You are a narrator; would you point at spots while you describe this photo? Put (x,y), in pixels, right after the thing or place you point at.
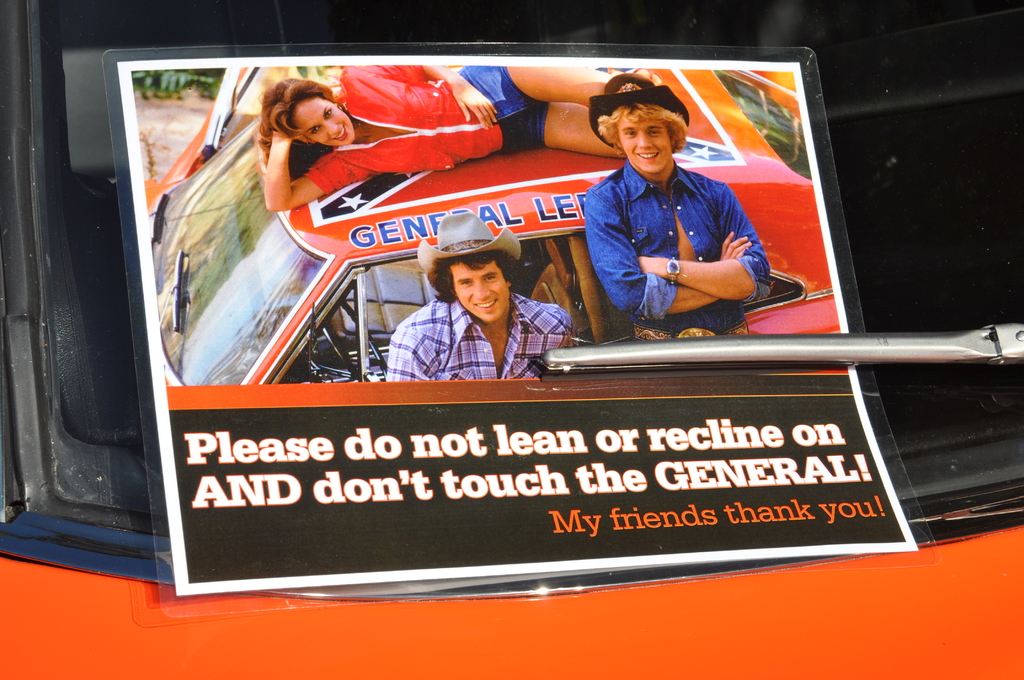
This is a photo frame (189,71) which is placed on the glass mirror (624,37) of a car (969,81) and the people (522,377) in the photo frame (375,362) are smiling.
